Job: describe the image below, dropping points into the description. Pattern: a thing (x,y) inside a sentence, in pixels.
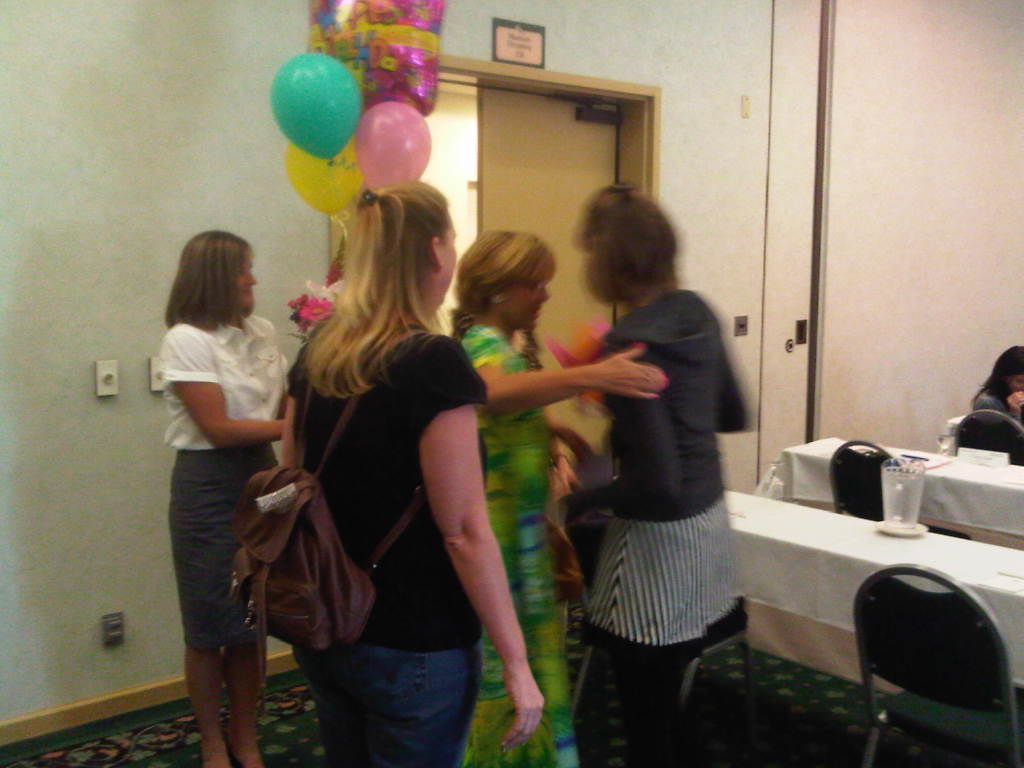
The picture there are few women (498,516) stood and in the middle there are balloons (405,100), on the right side of the room (825,761) there is a table (802,531) with chairs (973,602).
